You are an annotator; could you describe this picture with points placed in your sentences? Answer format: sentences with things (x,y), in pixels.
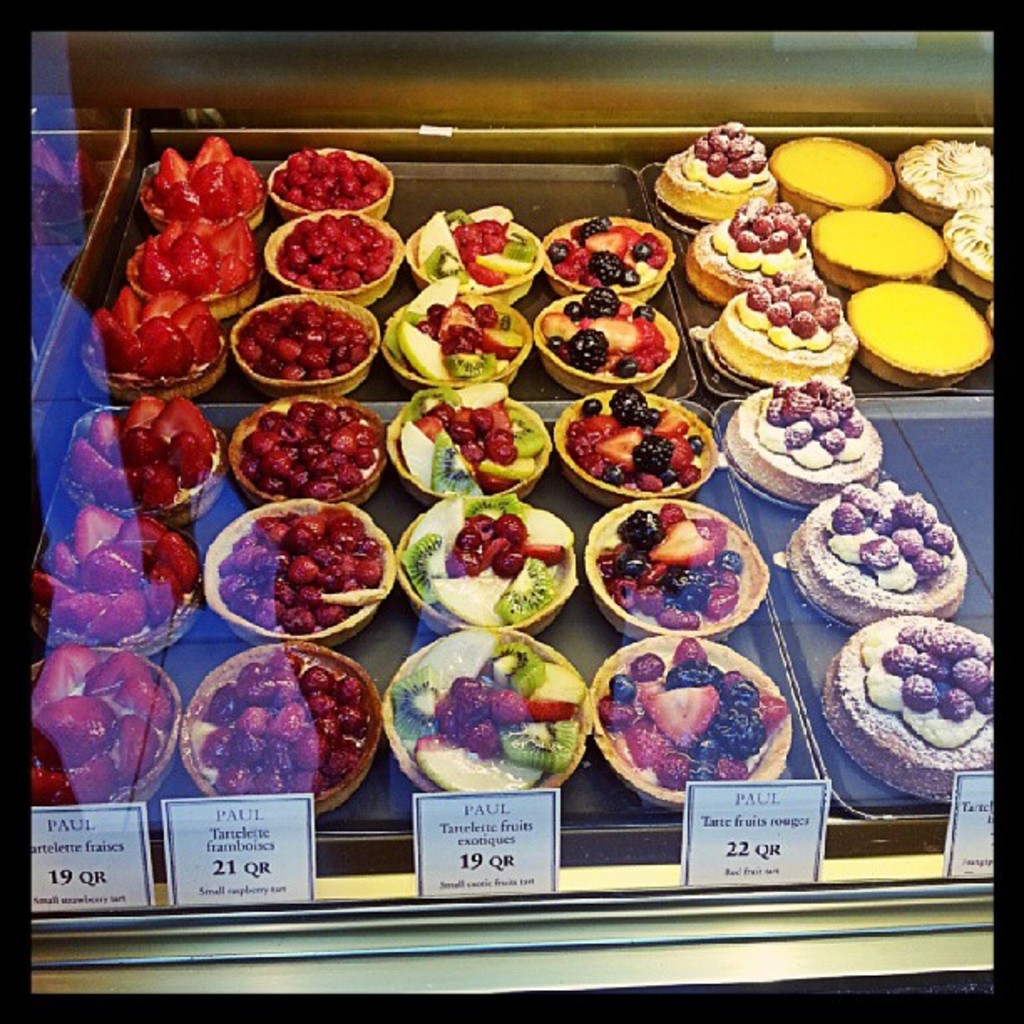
In this image in the foreground (631,342) we can see many types of foods (256,753) and different types of cakes (643,497).
